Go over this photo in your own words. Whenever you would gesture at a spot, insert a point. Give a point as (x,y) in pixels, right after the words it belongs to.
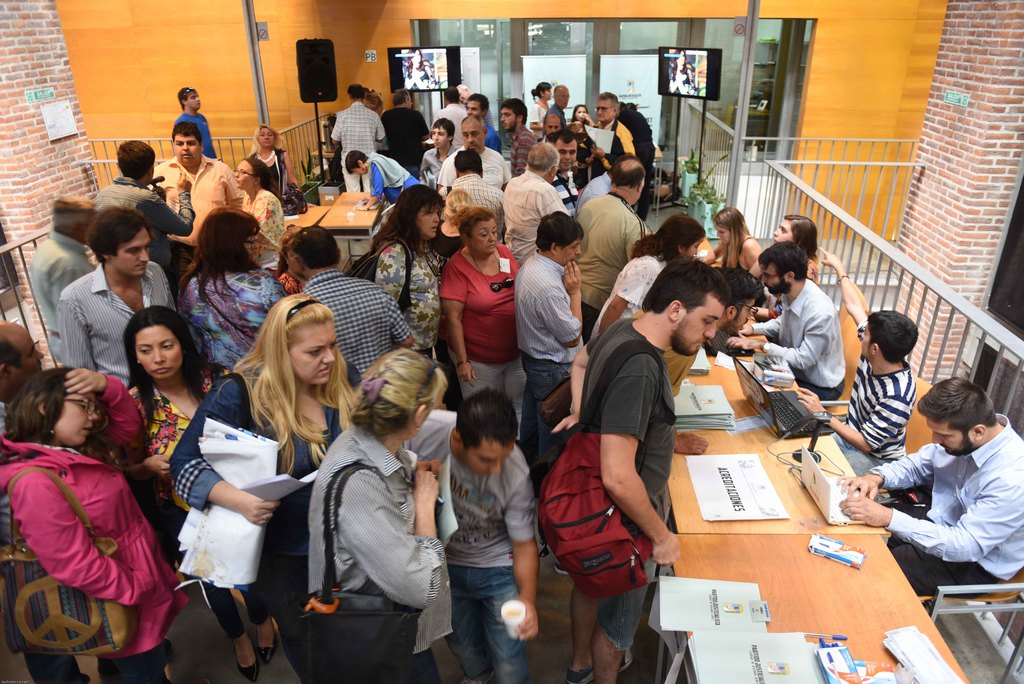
In this picture I can see few people (860,315) are sitting in the chairs (845,319) and few people (369,305) are standing and I can see papers (780,654), laptops (752,381) on the tables (722,531) and I can see couple of televisions (437,47) and a speaker (323,99) and I can see a man (481,565) holding a cup (505,608) in his hand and few of them wearing bags (76,597) and it looks like a inner view of a building (39,45).
